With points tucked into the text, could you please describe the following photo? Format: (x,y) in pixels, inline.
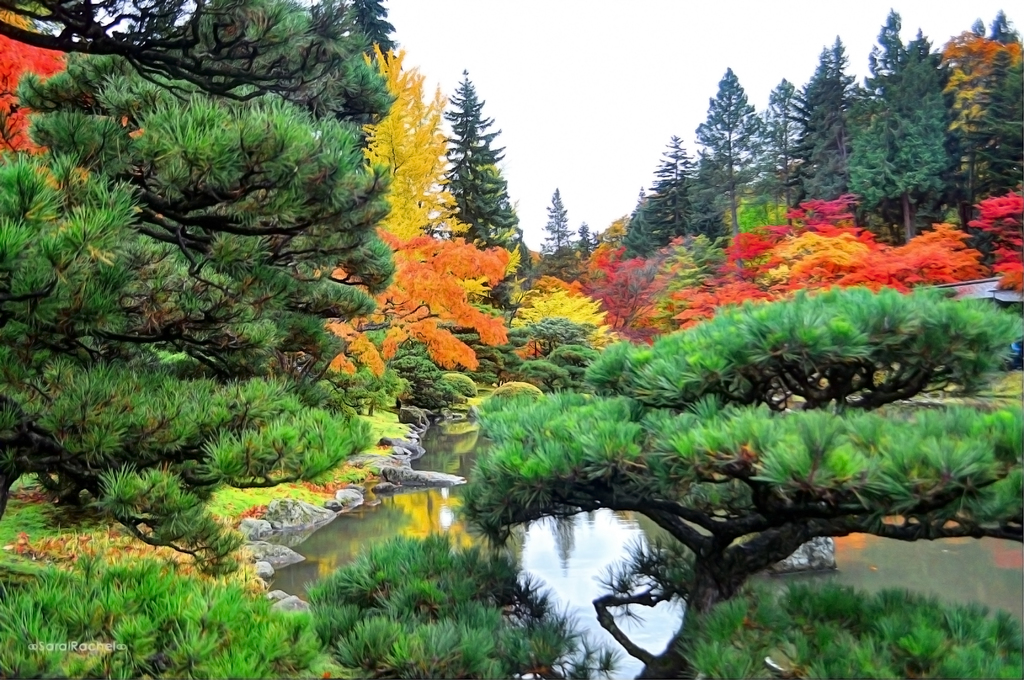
In this image there are trees (529,311) and we can see water (532,563). In the background (562,116) there is sky (568,80).
